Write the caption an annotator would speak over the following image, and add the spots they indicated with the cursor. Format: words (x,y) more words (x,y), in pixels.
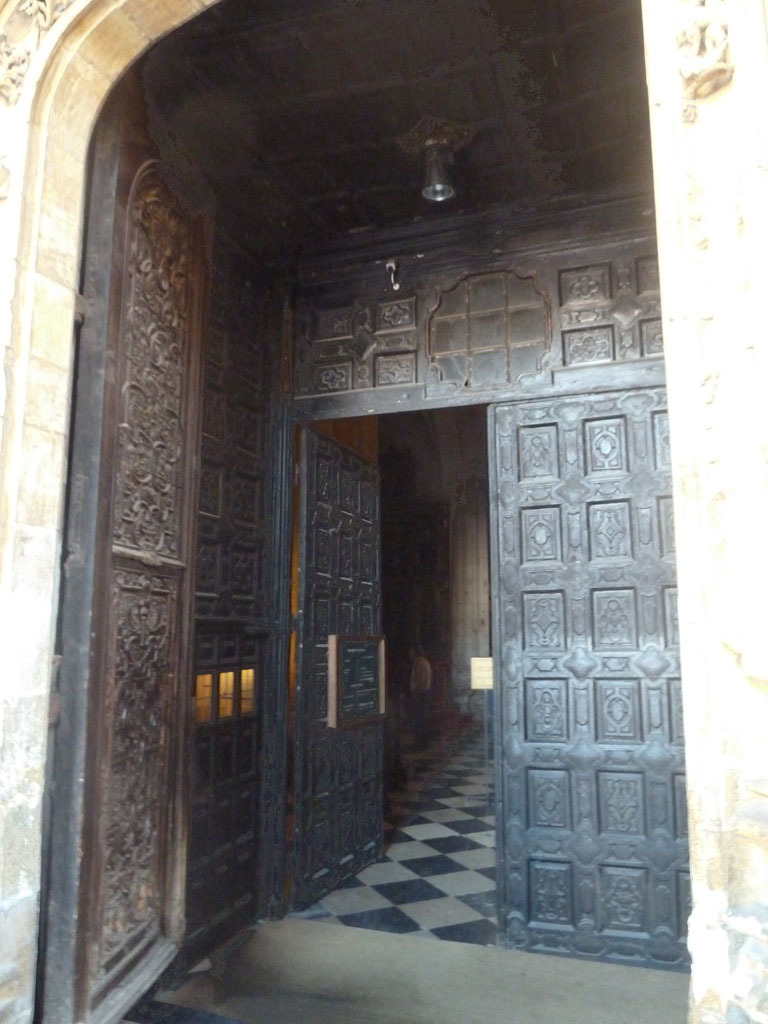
In this picture I can see black color doors (526,672) and light (435,187) attached to the ceiling (394,187). Here I can see floor (444,877).
